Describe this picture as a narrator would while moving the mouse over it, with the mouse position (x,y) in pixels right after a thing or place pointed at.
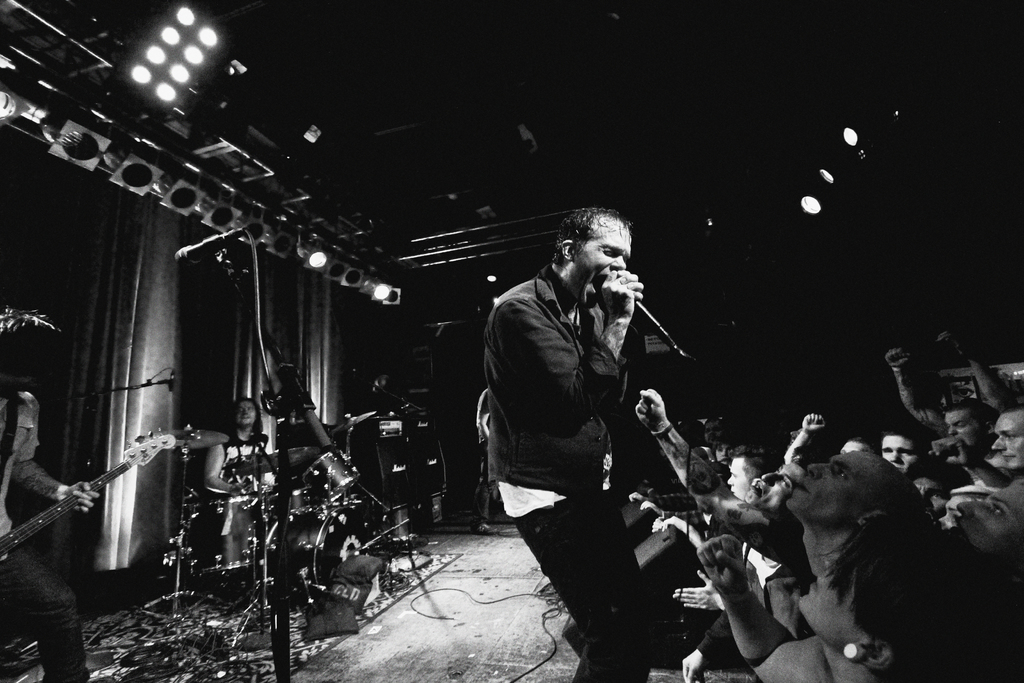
In the center of the image (544,343) a man (602,427) is standing and holding a mic (651,317). On the right side of the image (868,443) a group of people (869,472) are there. On the left side of the image (323,575) we can see a lights (287,255), drums (317,507), mic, a person (44,590) is holding a guitar (134,454), floor (461,639) are there.
